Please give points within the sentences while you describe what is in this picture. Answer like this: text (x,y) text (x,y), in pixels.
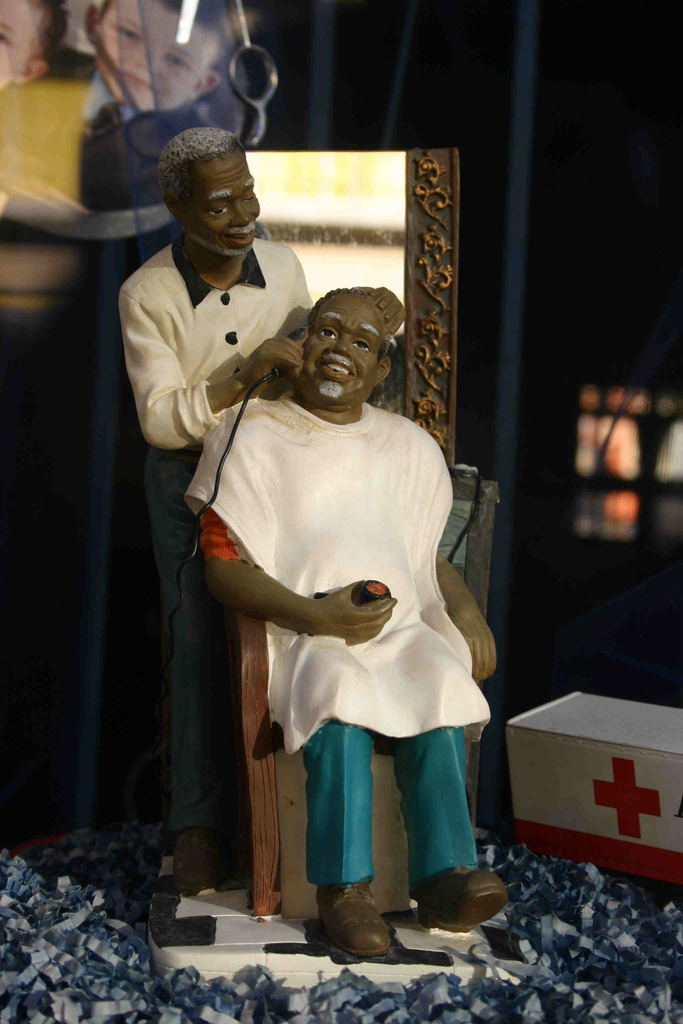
In this picture we can see a man (249,527) sitting on a chair (246,621) and holding an object (370,601) with his hand (358,605) and smiling and at the back of him we can see a man (223,768) standing and holding a machine (302,337) with his hand (273,364), box (655,737), mirror (354,215) and some objects (582,893).
